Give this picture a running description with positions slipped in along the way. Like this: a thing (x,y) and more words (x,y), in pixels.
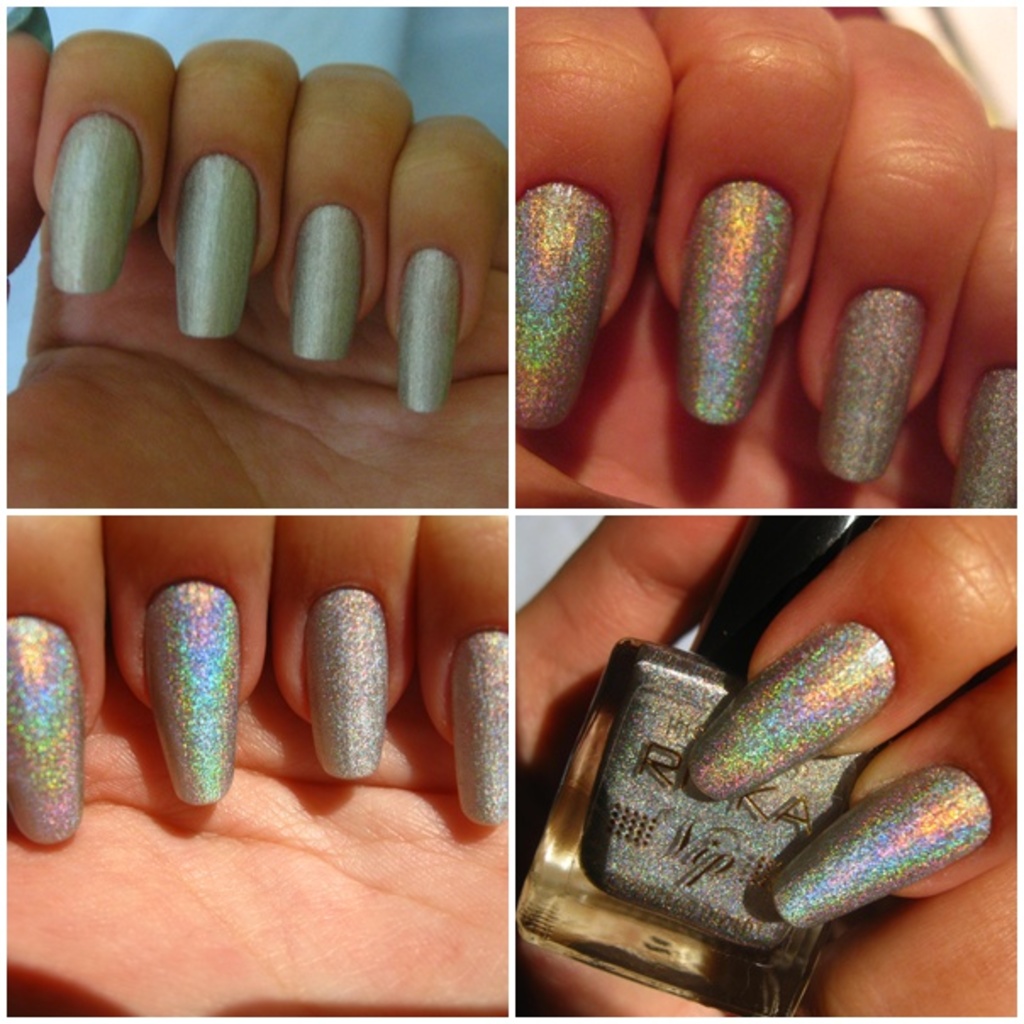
In this picture, on the right side (921,704) corner, we can see a person hand (936,742) holding a nail polish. On the right side (723,218) top, we can see persons nails (752,253). On the left side (224,743) corner, we can see hand (235,802) of a person (284,900). On the left side (283,472) top, we can see hand (280,414) of a person (261,445).
